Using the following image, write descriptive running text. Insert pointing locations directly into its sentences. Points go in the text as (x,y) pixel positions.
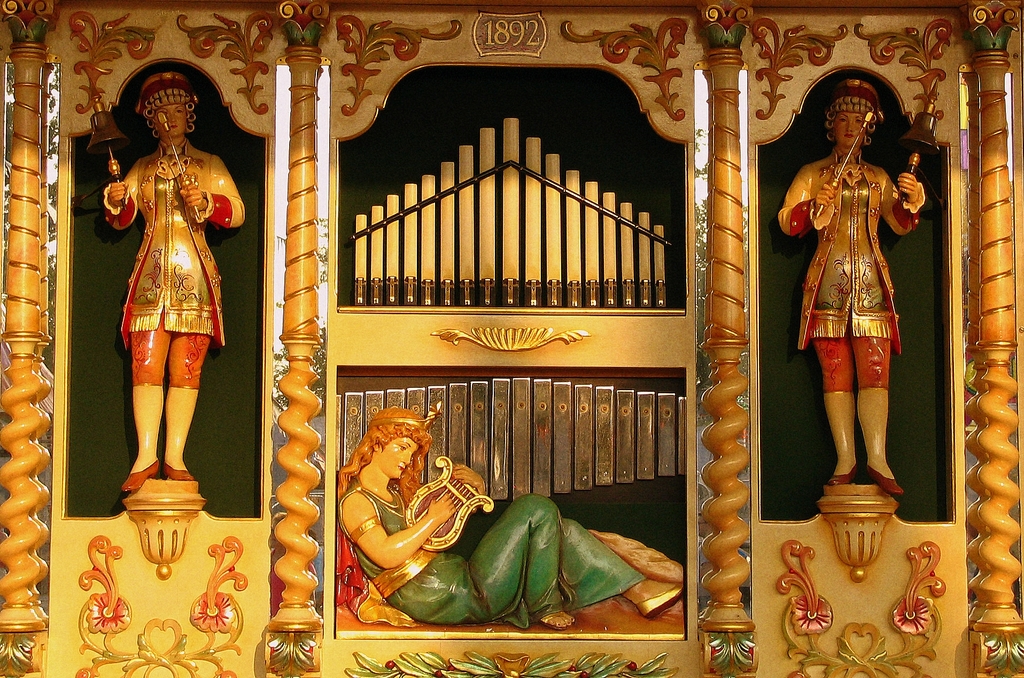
These are the sculptures (479,506), in the middle (366,437) it is in the shape of a woman (527,547).
